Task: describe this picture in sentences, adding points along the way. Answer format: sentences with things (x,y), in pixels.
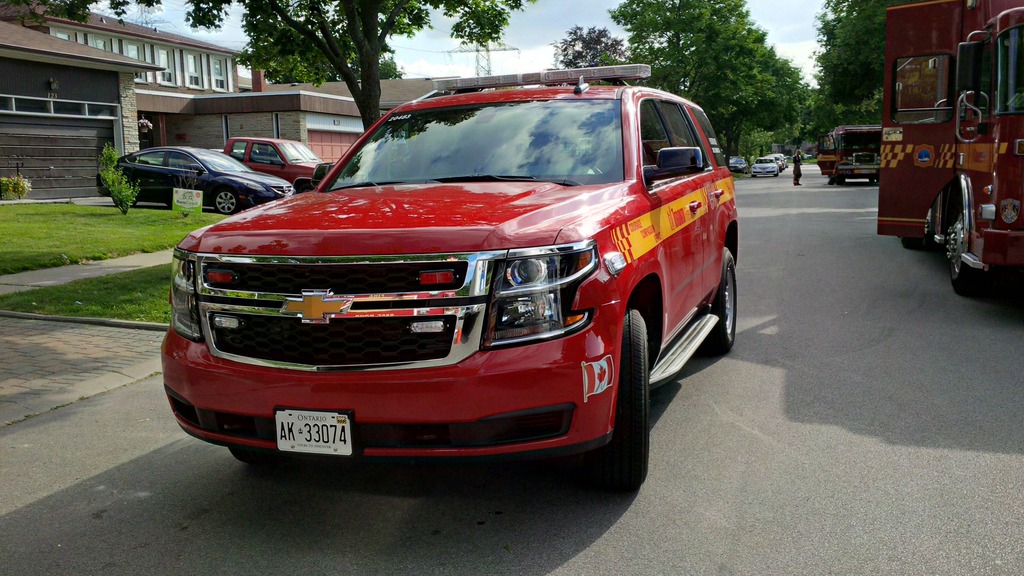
In front of the image there is a car (596,276), behind the car (680,250) on the road (861,207) there are cars (780,169), trucks (820,146) and a person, in the background of the image (702,85) there are trees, houses (243,124), electric poles (470,46) with cables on it, plants (114,166) and grass (145,228) on the surface (152,320).
